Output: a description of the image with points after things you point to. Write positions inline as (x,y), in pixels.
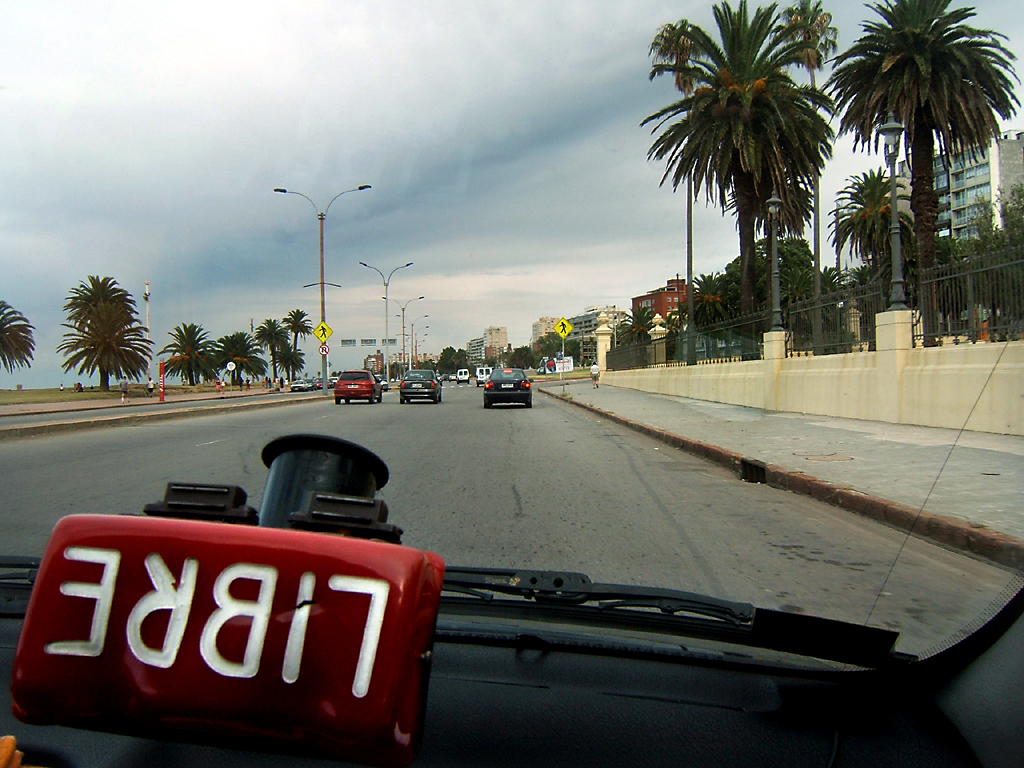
This is inside view of a vehicle (639,667). Through the windshield (408,221) we can see vehicles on the road (510,550), poles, boards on the poles (325,280), trees (297,328), fence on the right side (814,296), wall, buildings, windows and clouds (530,226) in the sky (472,190).
